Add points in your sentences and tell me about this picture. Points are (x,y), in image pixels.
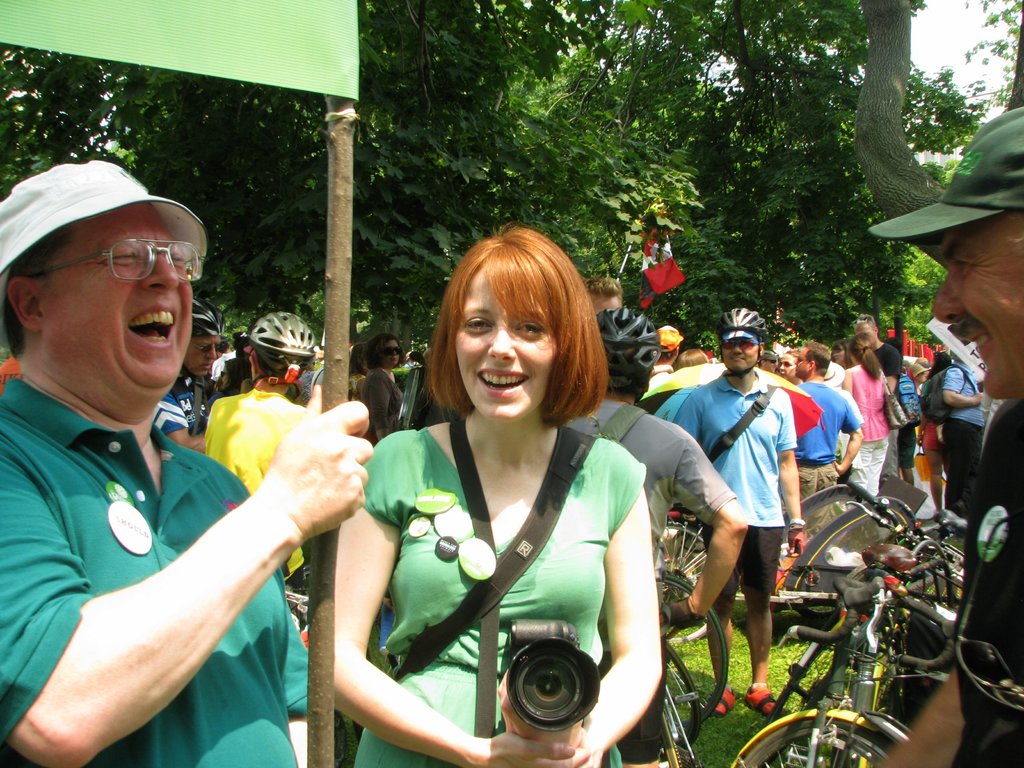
In the left side (73,507) there is a man (52,537) standing. He is wearing green color t-shirt (61,508) on his head (113,329) there is a cap (97,212). He is wearing spectacles (146,266). He is laughing. Beside him there is a lady (522,526) with green color t-shirt (557,560) holding a camera (557,687) in her hand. She is smiling. And to the right (1001,191) there is another man (992,163) with black t-shirt (1000,486). He is wearing cap (989,179) on his head (988,180). Behind him there are many people (821,406) with bicycles (838,711) are standing. In the background (736,184) there are some trees (543,96).
